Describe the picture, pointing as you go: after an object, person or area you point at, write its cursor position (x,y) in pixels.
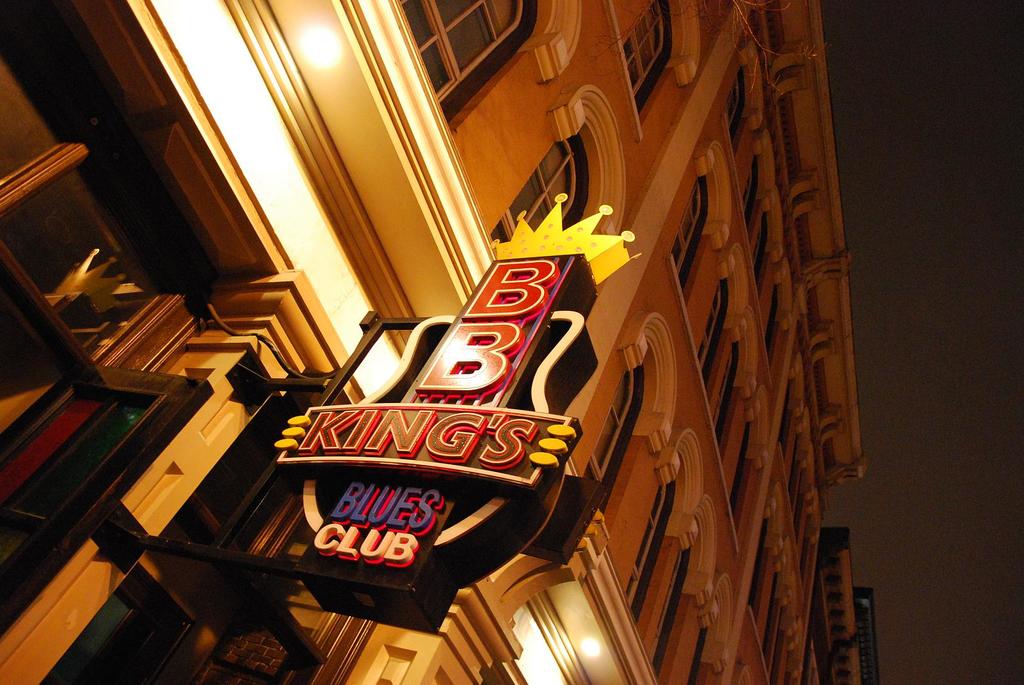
In this image I can see building (664,309), windows (536,185), board (464,349), lights (595,646) and sky (898,342).
